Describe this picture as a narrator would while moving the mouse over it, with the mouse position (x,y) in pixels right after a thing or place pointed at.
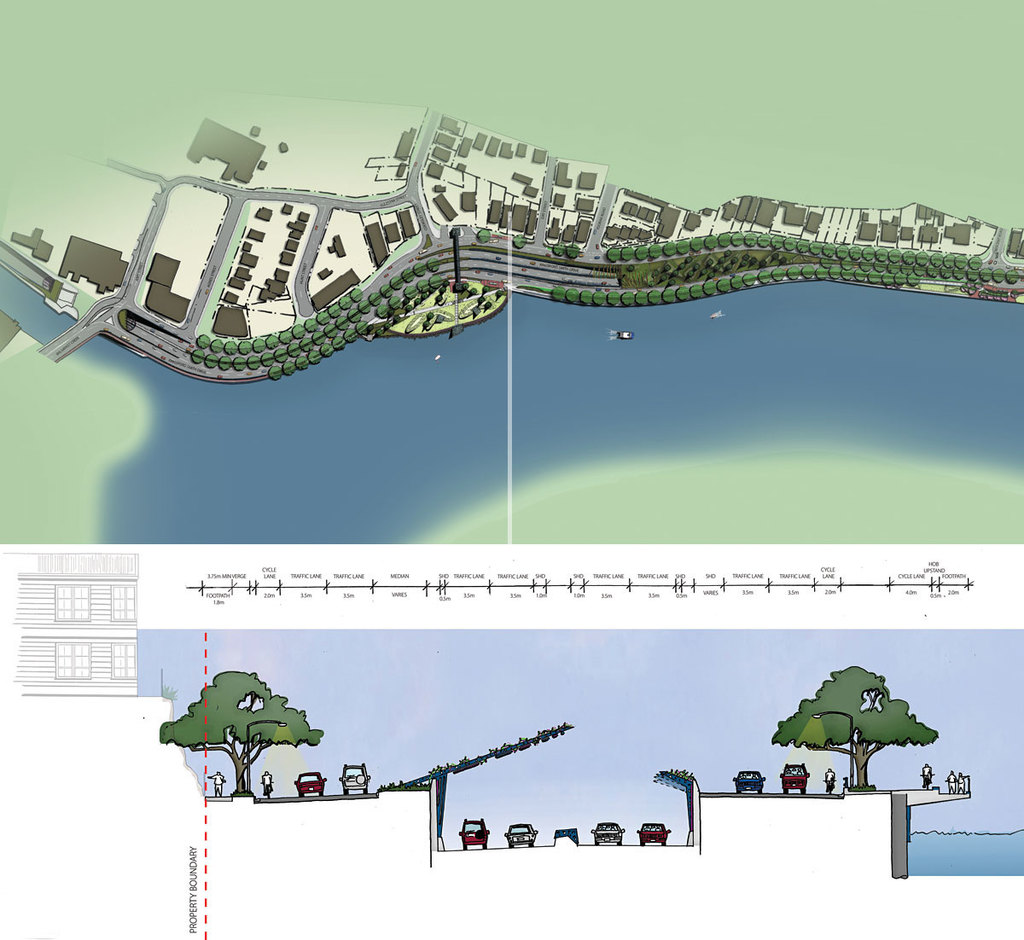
In this image I can see the digital art in which I can see few trees (303,736), few vehicles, the water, the ground (581,524) and the aerial view of few buildings (123,262).
